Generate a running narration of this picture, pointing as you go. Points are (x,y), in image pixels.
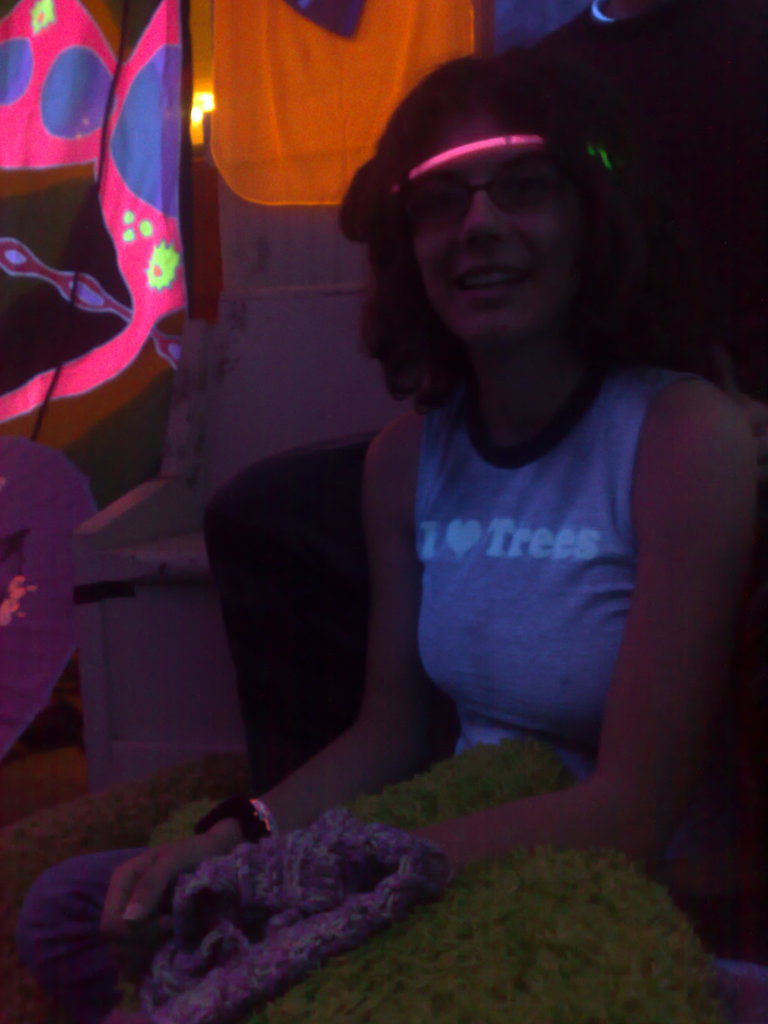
In the image a woman (342,223) is sitting. Behind her there are some banners (10,74) and she is holding a cloth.
